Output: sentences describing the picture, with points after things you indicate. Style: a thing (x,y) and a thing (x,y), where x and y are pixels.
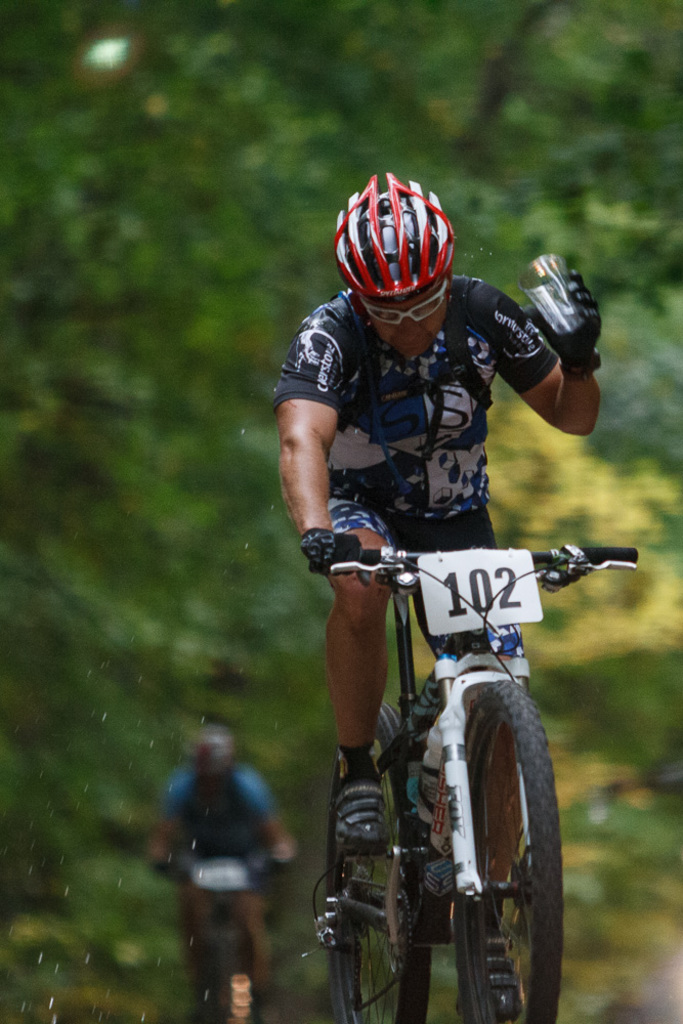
A person (403,406) wearing a helmet (409,296), goggles (406,316), gloves (578,363), watch (574,373) is holding a bottle (570,323) and riding a cycle (439,718). On the cycle (437,708) there is a number (487,580). In the background (241,785) another person (228,841) is riding a cycle (216,922) and it is green in color.
